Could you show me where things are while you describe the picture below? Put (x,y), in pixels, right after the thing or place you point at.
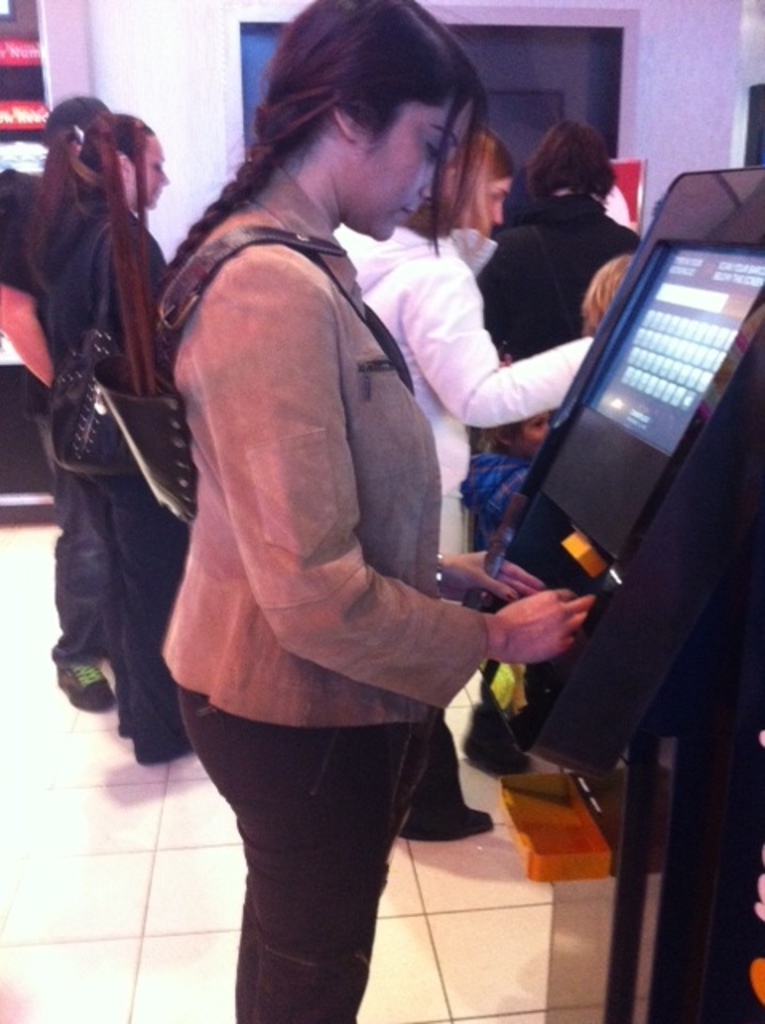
There is a woman (278,564) standing in front of a machine (687,767) in the foreground area of the image (351,395), there are people (39,340), door (548,90) and some objects (3,15) in the background (107,306).
